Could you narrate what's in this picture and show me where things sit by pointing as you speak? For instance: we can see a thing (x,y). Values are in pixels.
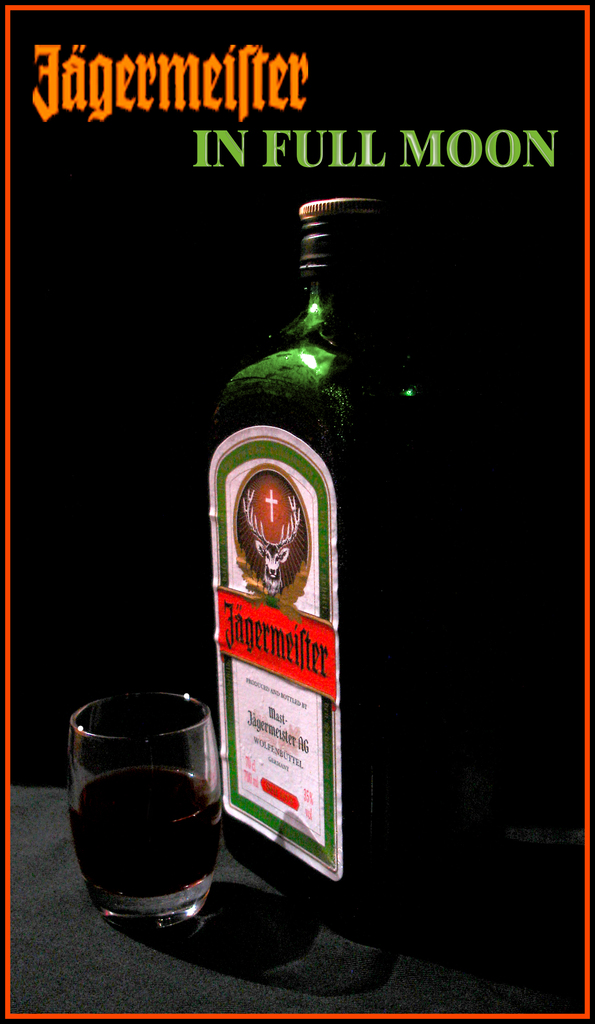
This image consists of a bottle (295,560). It is in green color. There is a glass (109,827) at the bottom (193,829). In that there is some liquid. There is something written at the top (51,87).
